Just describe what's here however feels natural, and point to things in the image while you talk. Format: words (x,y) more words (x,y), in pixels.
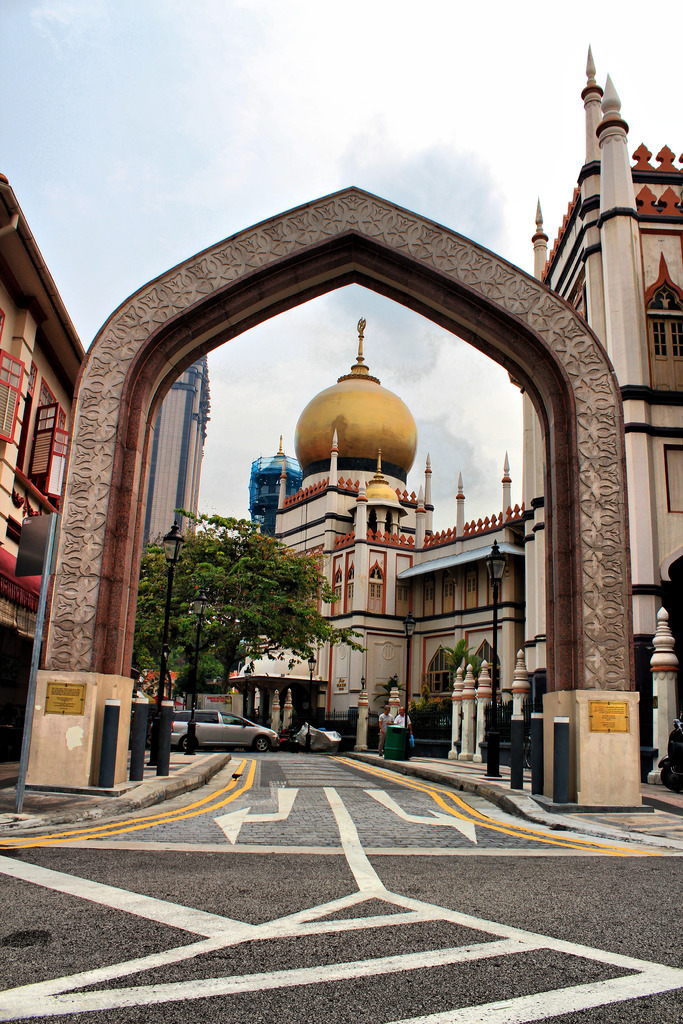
In this image I can see main entrance gate (105,562) and I can see a mosque (382,631), in front of the mosque (382,511) I can see trees (329,635), vehicle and persons (384,728) walking on the divider (513,799) and I can see a road (235,801), in the foreground (225,812) at the top (288,73) I can see the sky (350,133) and both sides I can see buildings (639,199).
